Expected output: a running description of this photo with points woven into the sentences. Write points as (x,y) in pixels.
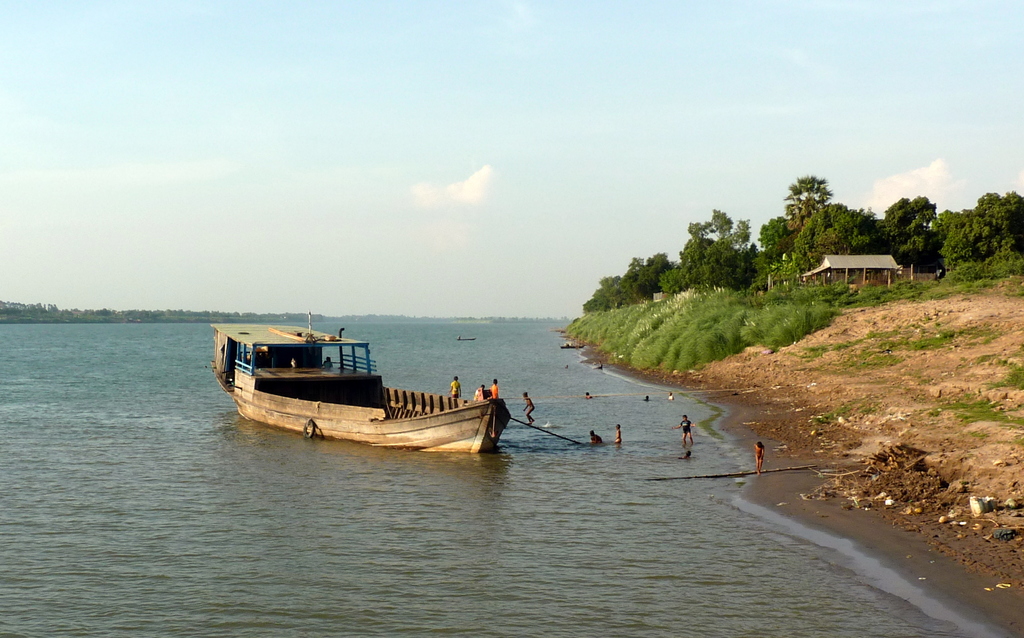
In this image I can see water (477,484). There are boats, there are few people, trees (858,243) and plants (780,302). Also there is grass (873,295), a building (868,278) and in the background (401,279) there is sky (141,242).
